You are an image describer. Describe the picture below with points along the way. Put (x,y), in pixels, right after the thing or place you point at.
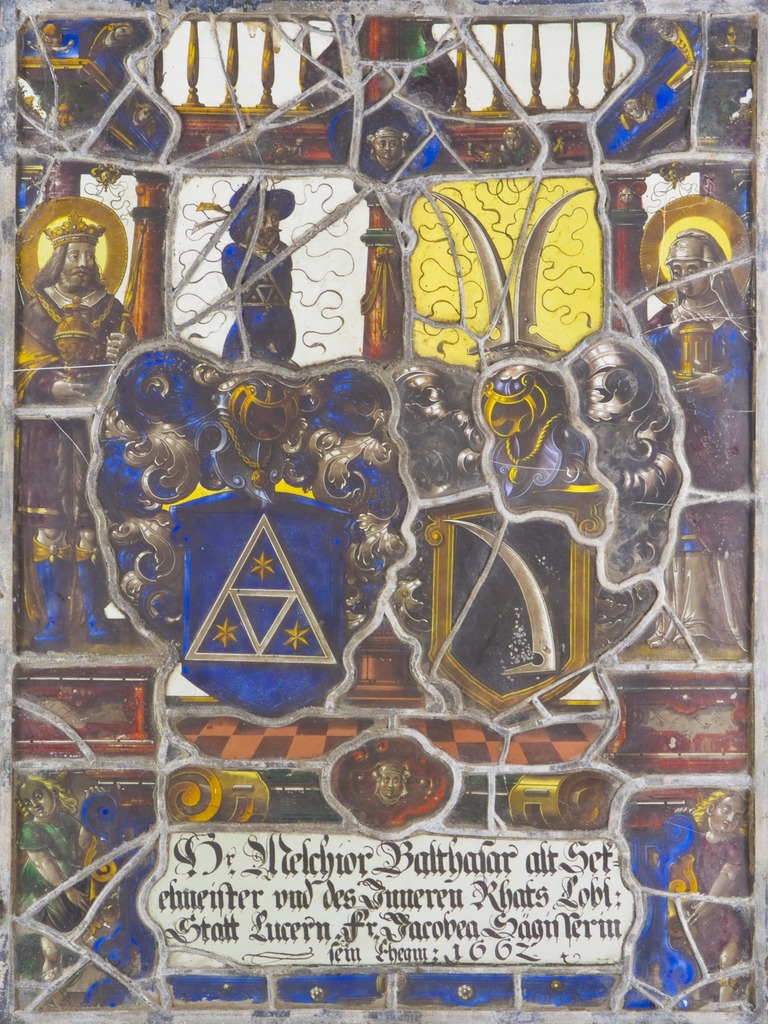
By seeing this image we can say it is a stained glass panel (383,677) which is in blue and yellow color. In this some people images (118,335) and some text (574,931) was written on it.
